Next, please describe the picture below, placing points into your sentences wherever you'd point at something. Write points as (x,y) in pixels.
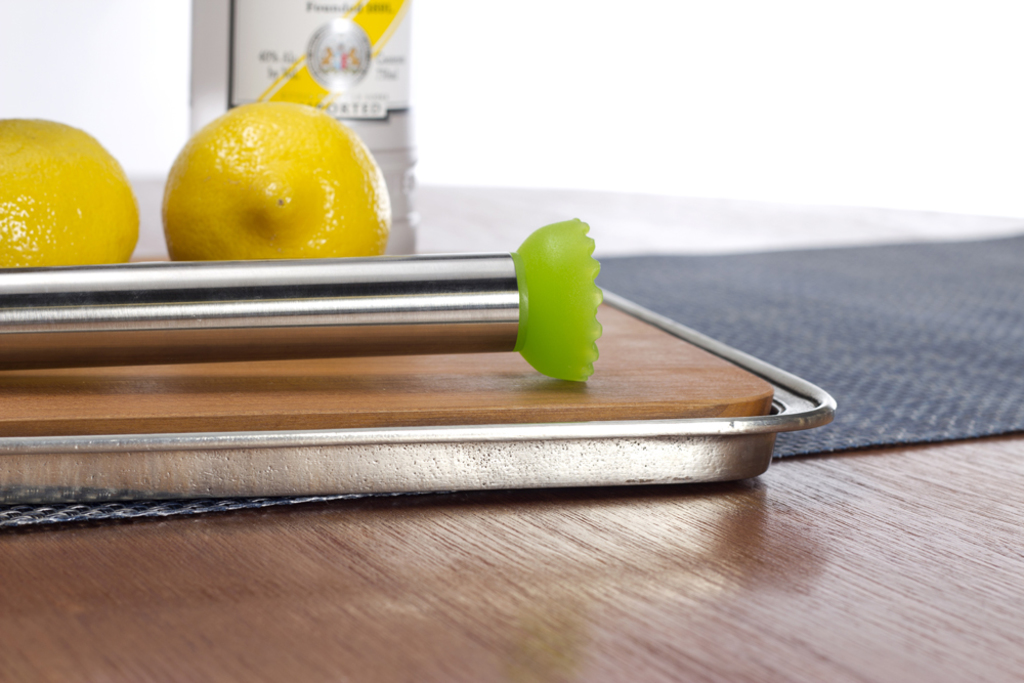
In this image I can see a wooden board (301,373), in front (359,321) I can see a pole (358,301) and two yellow color fruits (244,175) and these are all on the table (487,555) and the table (512,598) is in brown color.
